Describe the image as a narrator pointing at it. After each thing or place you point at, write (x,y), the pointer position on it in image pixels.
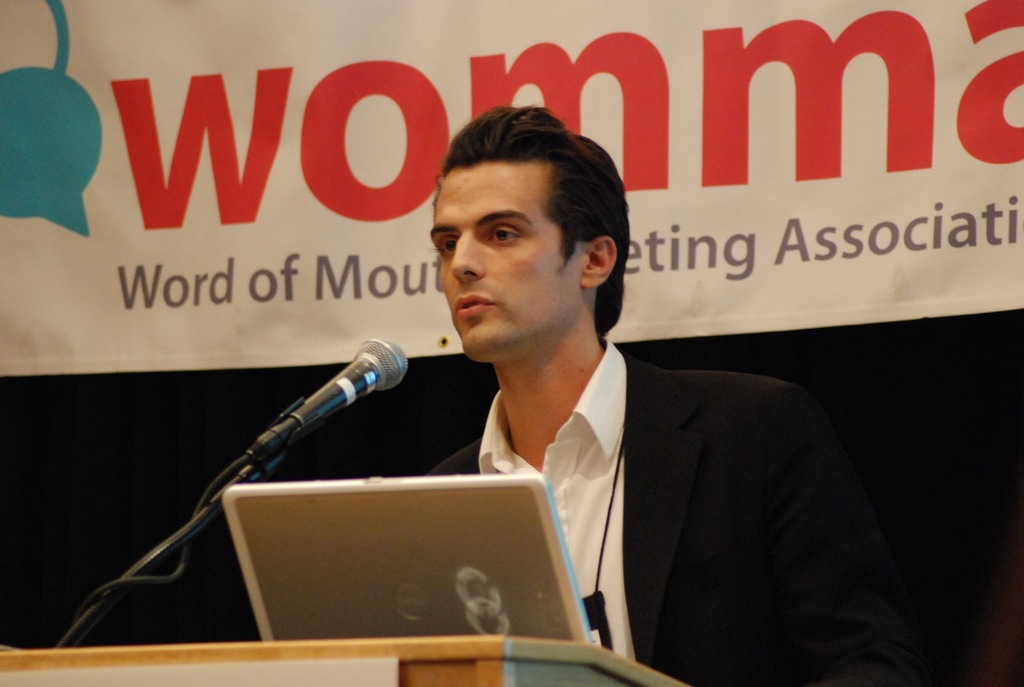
In this image I can see a person (565,295) wearing a suit (637,392) and an id card (606,624). There is a banner (695,154) at the back (162,79) and there is a laptop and a microphone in the front (565,532).
